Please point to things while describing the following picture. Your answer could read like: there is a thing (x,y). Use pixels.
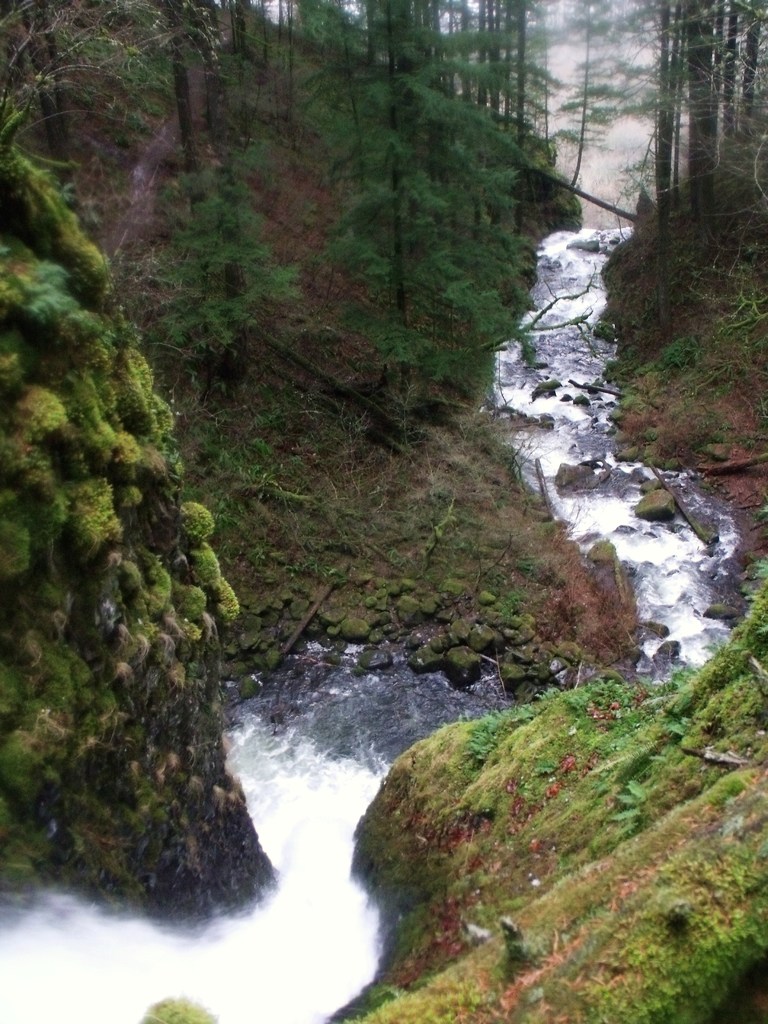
Here we can see water (284,840) is flowing on the ground (467,596) and there are stones (346,631) and on the left (96,461) and right we can see grass (16,507) on the rocks (97,622). There is grass (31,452) and trees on the ground (273,596).
